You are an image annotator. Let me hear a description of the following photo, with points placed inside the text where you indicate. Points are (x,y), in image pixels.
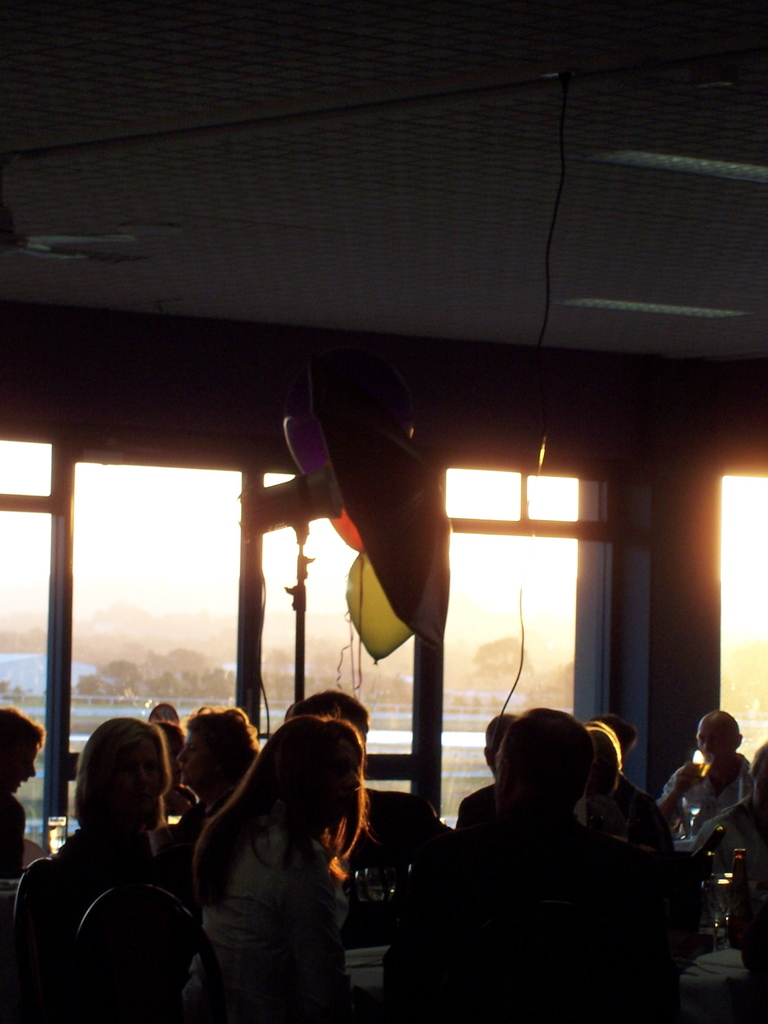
In this picture we can see a group of people (265,847) sitting on chairs (140,889) and a person (665,792) is holding a glass (699,760). Behind the people (258,809) there are glass windows (280,666), wall (665,514) and an object (305,511) on the stand (298,594). Behind the windows (186,667) we can see there are trees (88,681) and the sky (130,528).
